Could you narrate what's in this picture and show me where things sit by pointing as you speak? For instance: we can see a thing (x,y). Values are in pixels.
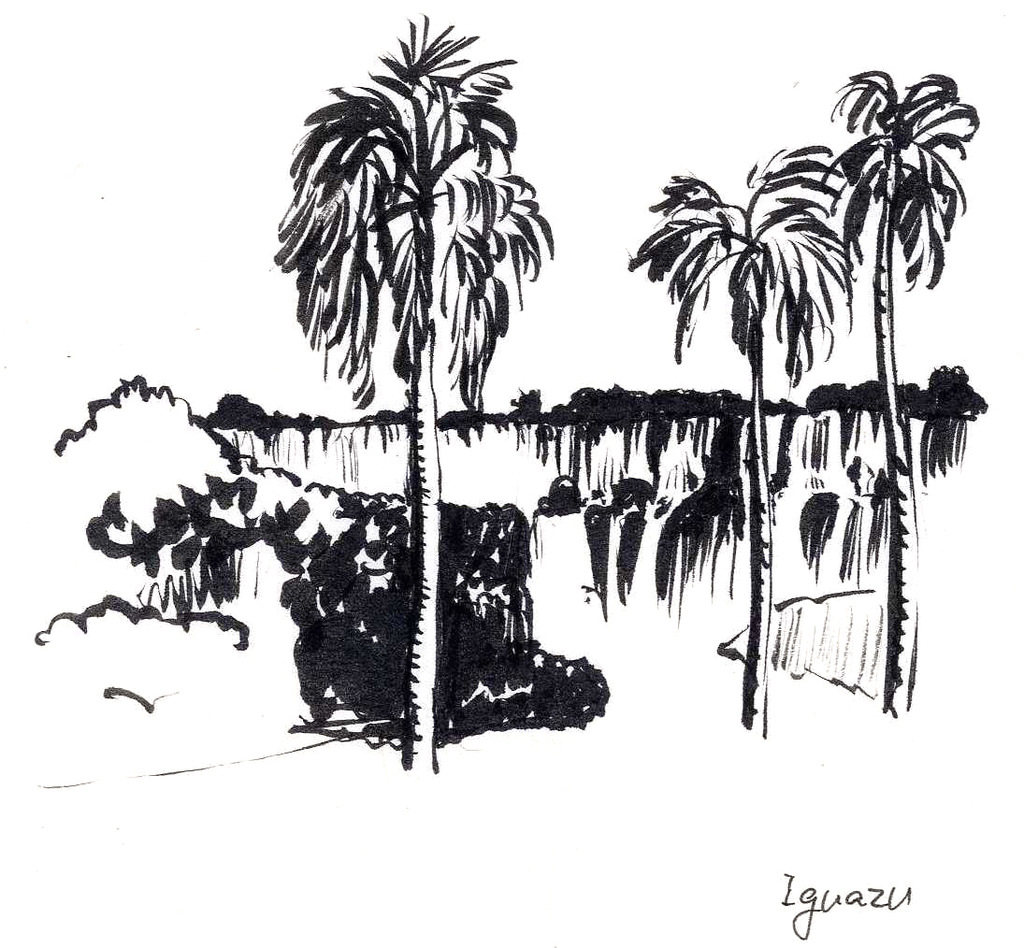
In this picture there is a sketch (360,489) of trees (408,351) and there is a sketch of a mountain (875,541). At the bottom right (802,942) there is text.
